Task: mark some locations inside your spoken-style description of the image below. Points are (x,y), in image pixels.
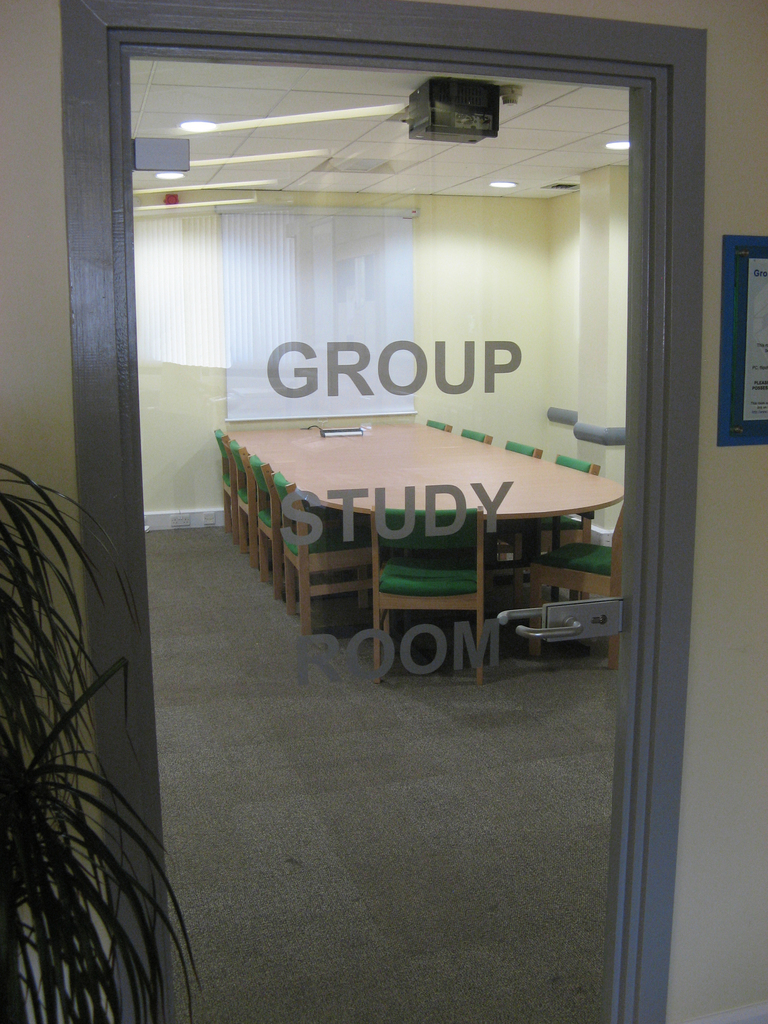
In this image we can see a glass door (425,504) with text (495,510). Near to that there is a plant (12,754). Through the glass door (432,549) we can see table (366,459) with chairs (533,570). Also there is a wall (416,267) with a curtain (304,291). On the ceiling (322,161) there are lights (353,114).
